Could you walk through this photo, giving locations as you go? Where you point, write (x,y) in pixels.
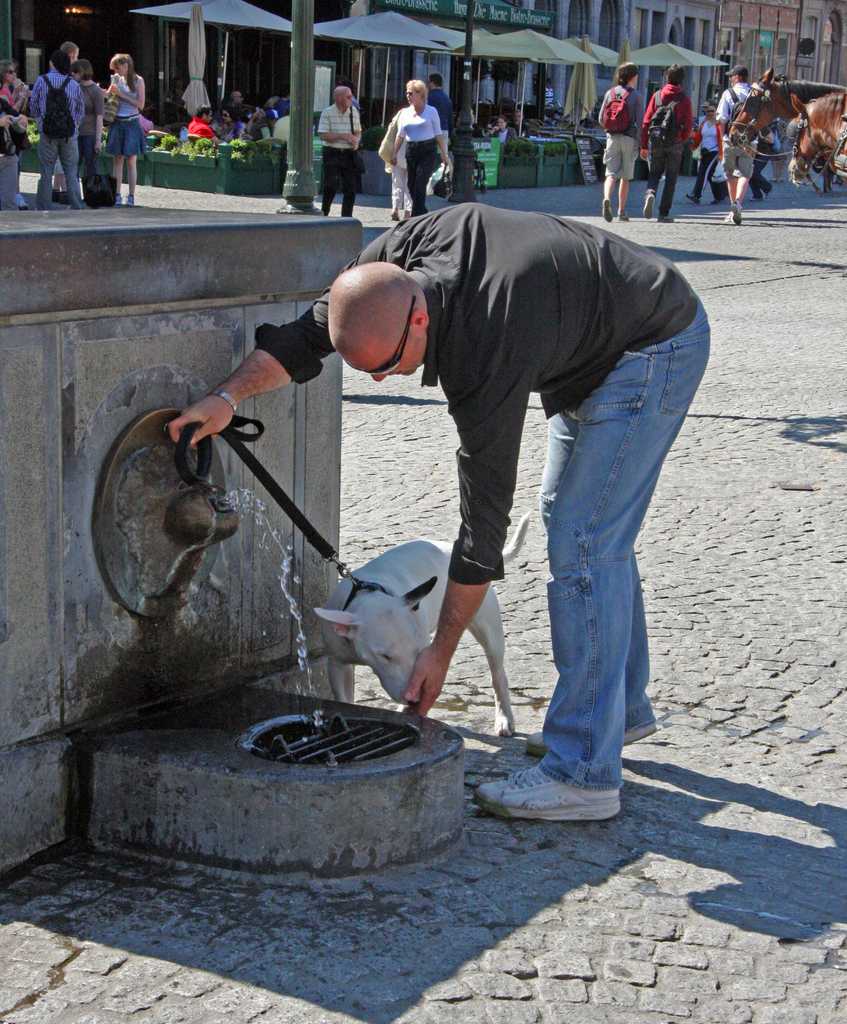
This image consists of a man (500,546) holding a dog (385,685). At the bottom (494,917), there is a road (496,866). In the background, we can see few people (346,106) walking. And there are many stalls (485,60) along with the buildings (405,60).
